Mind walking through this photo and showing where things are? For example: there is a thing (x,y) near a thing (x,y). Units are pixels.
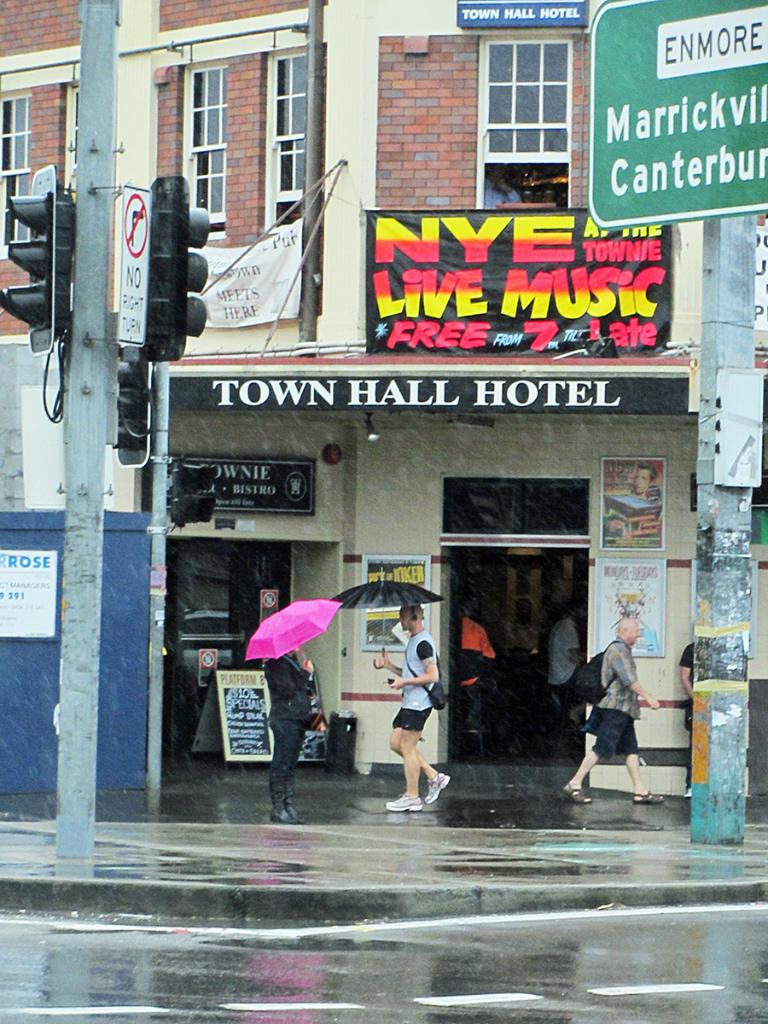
In this image there are a few people (607,745) standing and walking, few are holding umbrellas (381,608) in their hands (385,661), there is a pole (93,292) with board (673,125) and signals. In the background (764,235) there is a building (155,176) with posters (388,351) and boards (328,391) are attached to it, inside the building (528,602) there are a few people (560,626) sitting on the chairs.
